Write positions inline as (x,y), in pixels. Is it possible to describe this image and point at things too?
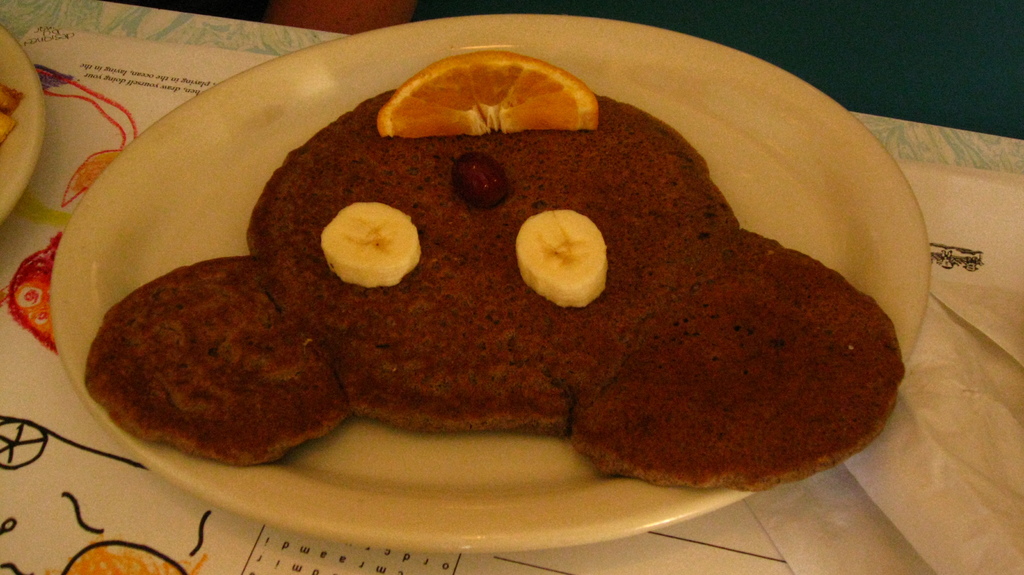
In this image there are food items (649,381) in the plates (132,189) which is on the table (95,21).
